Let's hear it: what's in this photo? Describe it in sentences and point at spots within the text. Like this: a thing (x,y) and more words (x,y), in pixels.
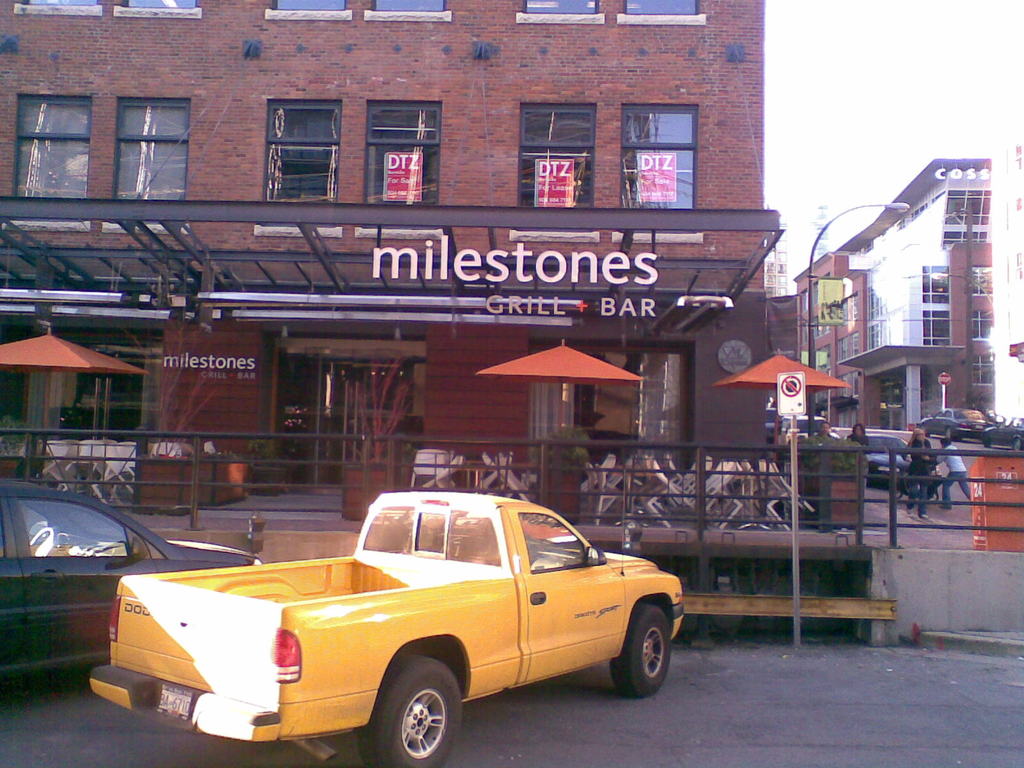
In this picture, we can see two vehicles (61,540) are parked on the road (712,683) and in front of the vehicles (496,587) there is a pole (795,556) with sign board (787,392), fence (800,448) and a building (511,432) and on the right side of the building (717,391) there is another pole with a light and some vehicles (865,464) are parked on the road (964,447) and some people (932,459) are walking. Behind the people (925,467) there are buildings (904,322) and sky (878,134).
